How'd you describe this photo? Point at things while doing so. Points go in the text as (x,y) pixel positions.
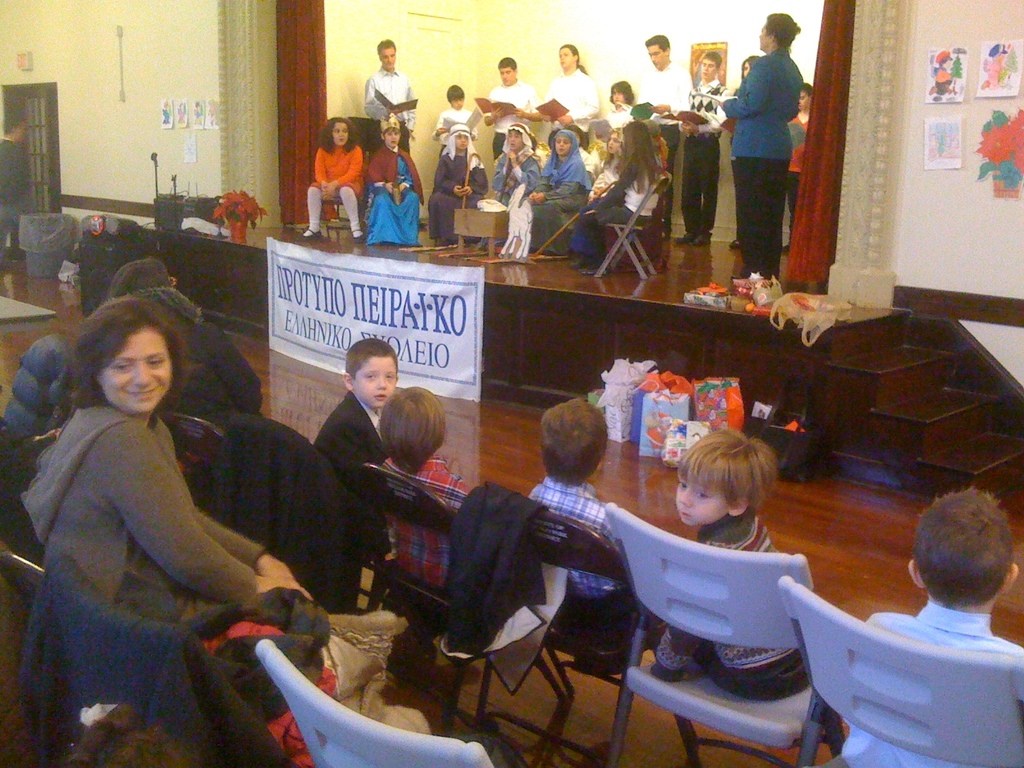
In this picture we can see group of people (147,296) some are on stage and some are reading books (688,115) holding in their hands (684,133) and some are sitting on chair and in front of stage (244,278) we can see children's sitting on chairs (773,618) here woman (146,371) smiling and in background (114,110) we can see wall (83,98), door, frames (211,114), flower pot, bin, steps (918,395), bags (729,398), banner (398,331), curtain (838,185).
